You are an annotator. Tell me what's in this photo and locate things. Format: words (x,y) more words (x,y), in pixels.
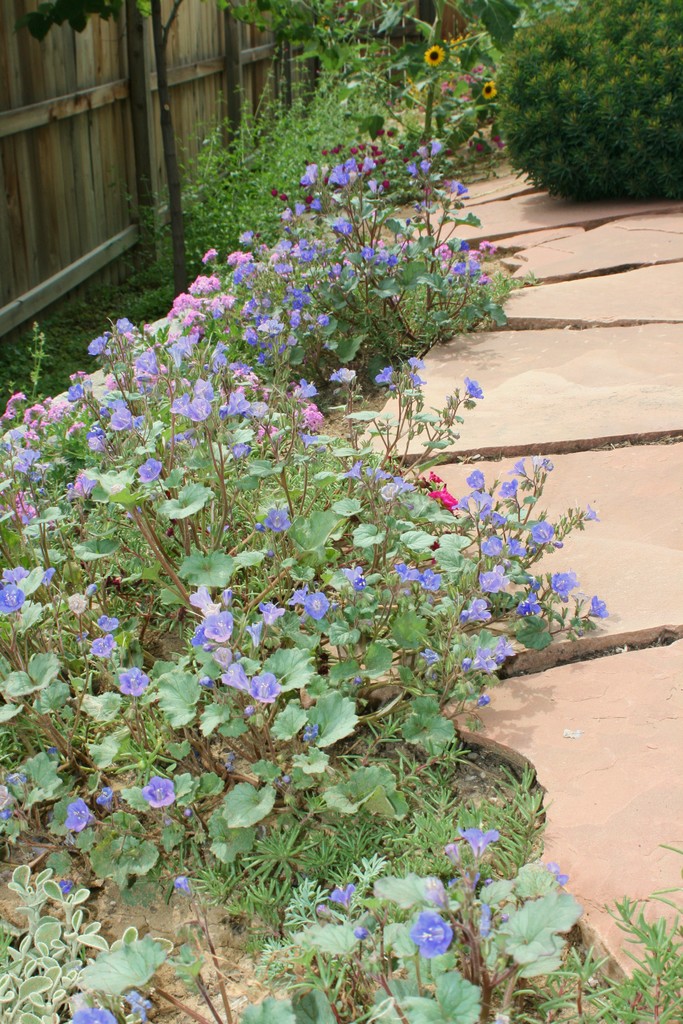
In this image we can see the plants (371,263), path (566,360), grass (73,345) and also the wooden fence (132,103).
